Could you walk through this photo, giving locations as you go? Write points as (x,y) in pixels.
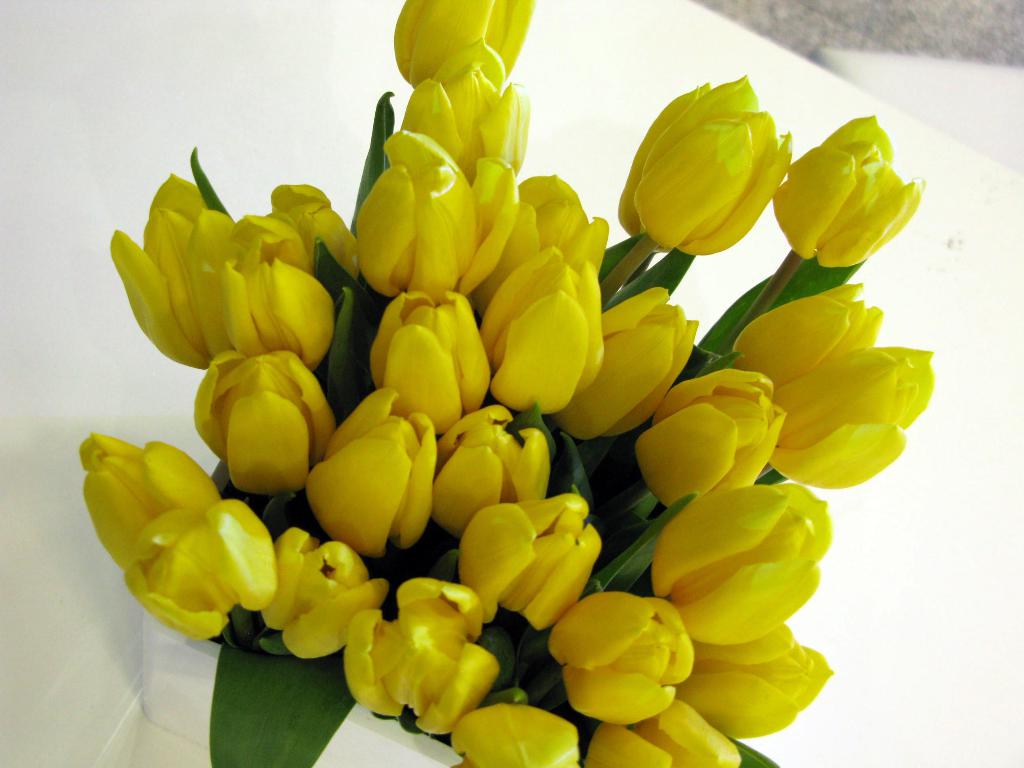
In this picture we can see a pot (171,667) on the white surface (1002,260). We can see yellow flowers (732,486), green leaves (773,475) and stems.
